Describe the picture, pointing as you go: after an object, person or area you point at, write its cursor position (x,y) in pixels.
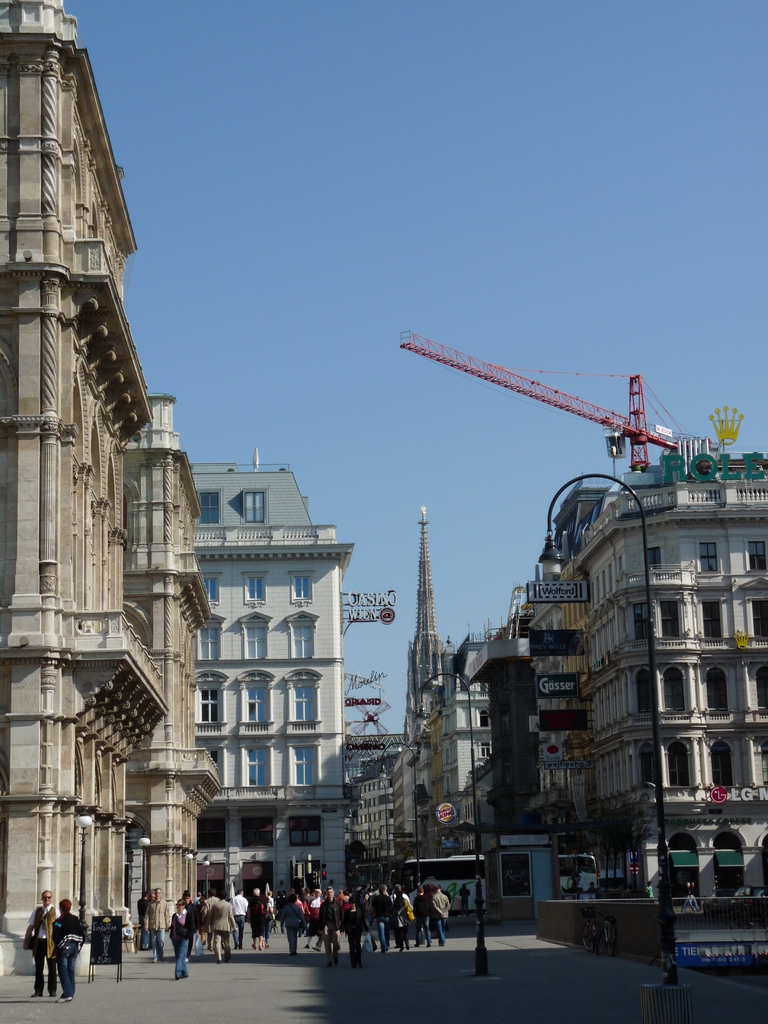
On the right (690,544) and left side of the image (206,801) we can see buildings (325,721). At the bottom of the image (213,910) we can see light poles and persons (229,950) on the road (206,969). In the background (407,244) there is sky (401,223).
